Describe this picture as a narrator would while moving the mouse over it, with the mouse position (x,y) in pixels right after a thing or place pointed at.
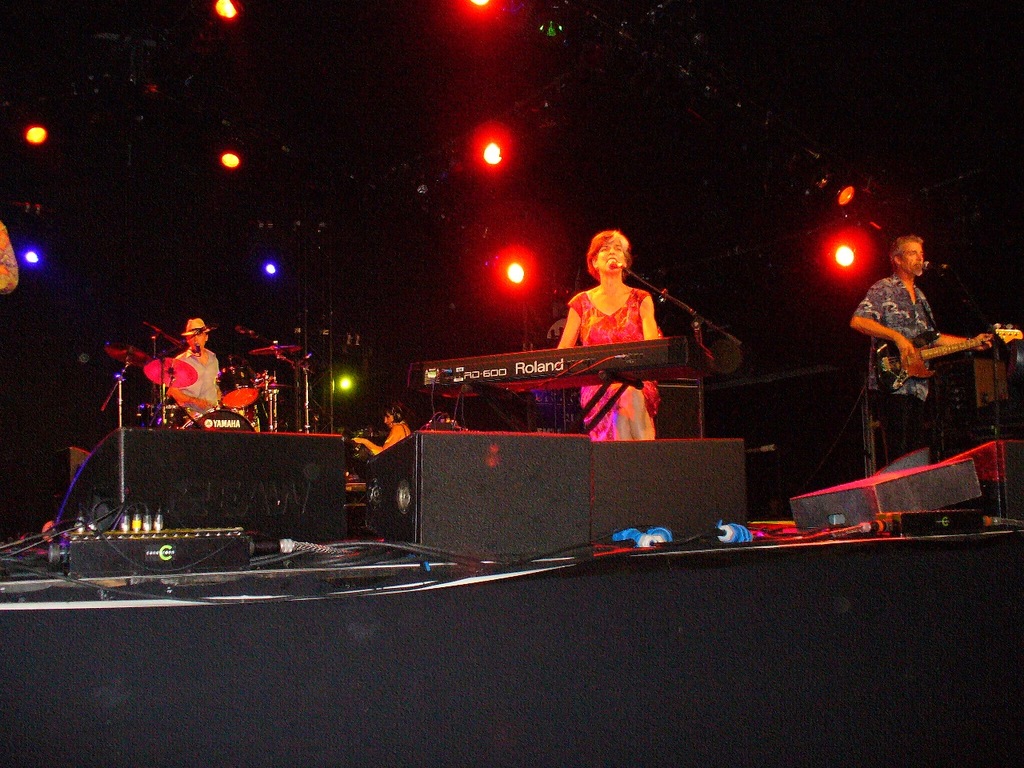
In this picture there is a lady (623,323) playing a piano (616,348) and singing. In front of her there is a mic (697,324). In the right corner (899,329) there is a man (910,338) playing guitar (914,379). And to the left corner (197,367) there is a man (201,350) playing drums (231,403). On the stage (728,538) there are some wires (315,542) and some boxes (123,536). And to the top (478,7) there are some lights (492,146).
